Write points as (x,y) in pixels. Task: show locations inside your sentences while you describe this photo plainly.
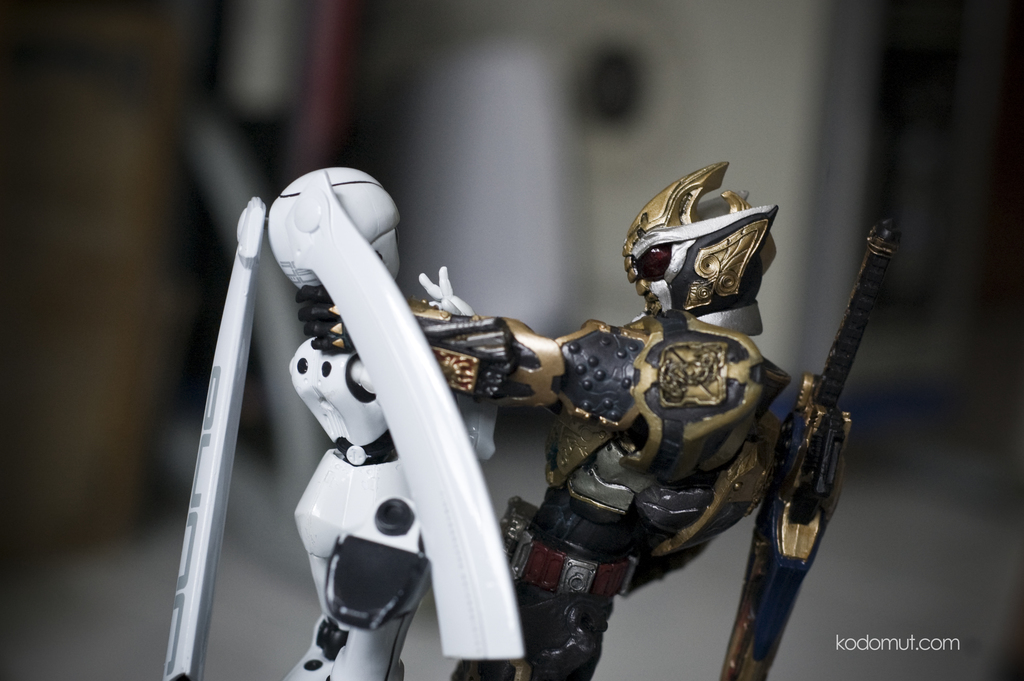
In this picture we can see two toys (638,399). In the background of the image (563,126) it is blurry. In the bottom right side of the image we can see text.
